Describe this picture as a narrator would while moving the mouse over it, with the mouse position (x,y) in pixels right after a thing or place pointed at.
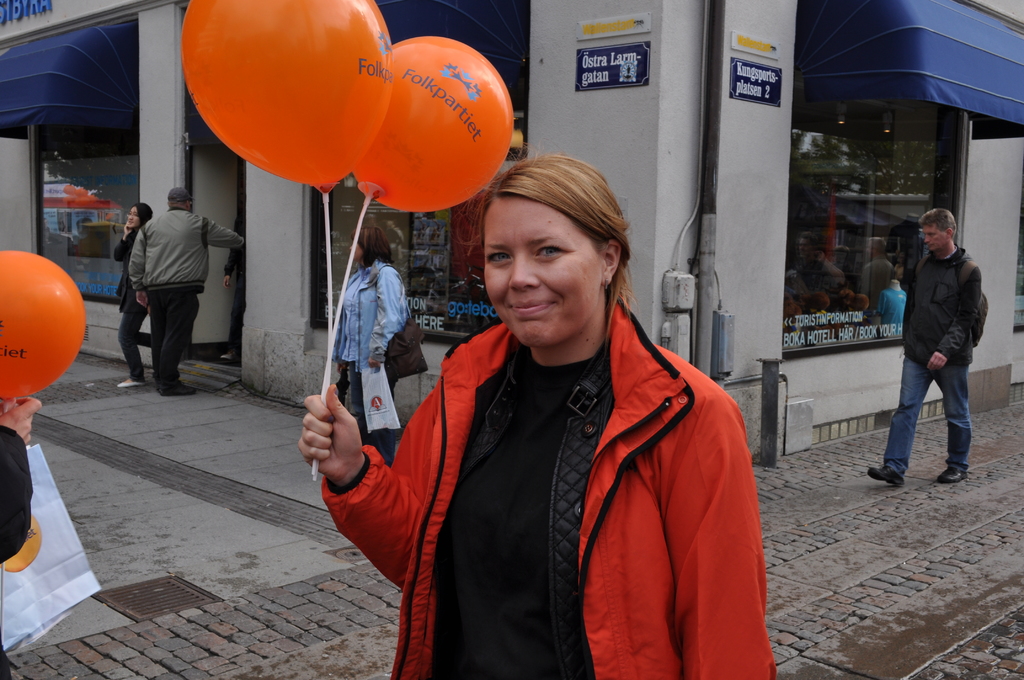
Here we can see a woman (521,400) standing by holding two sticks (325,187) of balloons (352,122) in her hand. In the background (130,273) there are three persons (371,351) standing and a man (943,213) on the right side (963,264) is walking on the ground (242,538) at the building (546,104) and we can see glass doors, pipes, small boards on the wall (1006,297). On the left (9,485) we can see a person hand (13,409) holding a balloon (8,349) and there is a bag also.
